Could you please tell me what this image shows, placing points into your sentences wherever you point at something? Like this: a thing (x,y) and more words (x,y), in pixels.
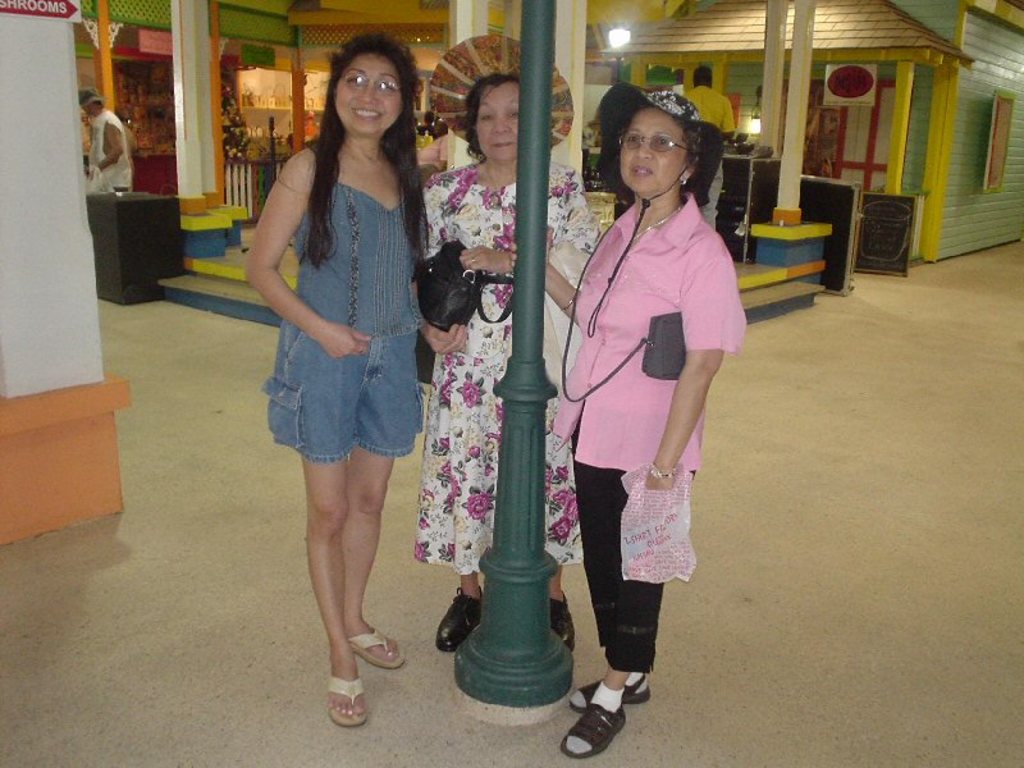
In this image we can see three ladies (492,204) standing. Two ladies (382,154) are wearing specs (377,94). And two are wearing hats (561,92) and holding bags (448,309). Also there is a pillar (532,461). In the back (52,153) there are buildings (286,78) with pillars (9,149). Also there are few people (87,99). And there are lights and few other things (150,79).
